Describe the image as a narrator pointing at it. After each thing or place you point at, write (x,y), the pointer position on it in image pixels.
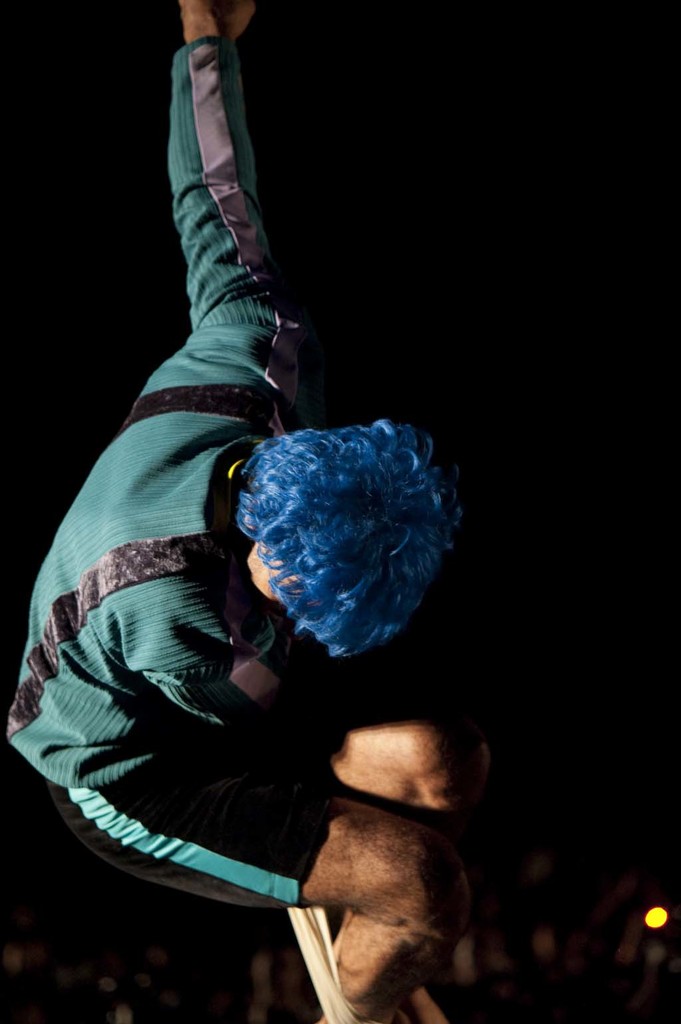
In the center of the image (293,520) we can see a person (314,583) on the rope (319,976).
